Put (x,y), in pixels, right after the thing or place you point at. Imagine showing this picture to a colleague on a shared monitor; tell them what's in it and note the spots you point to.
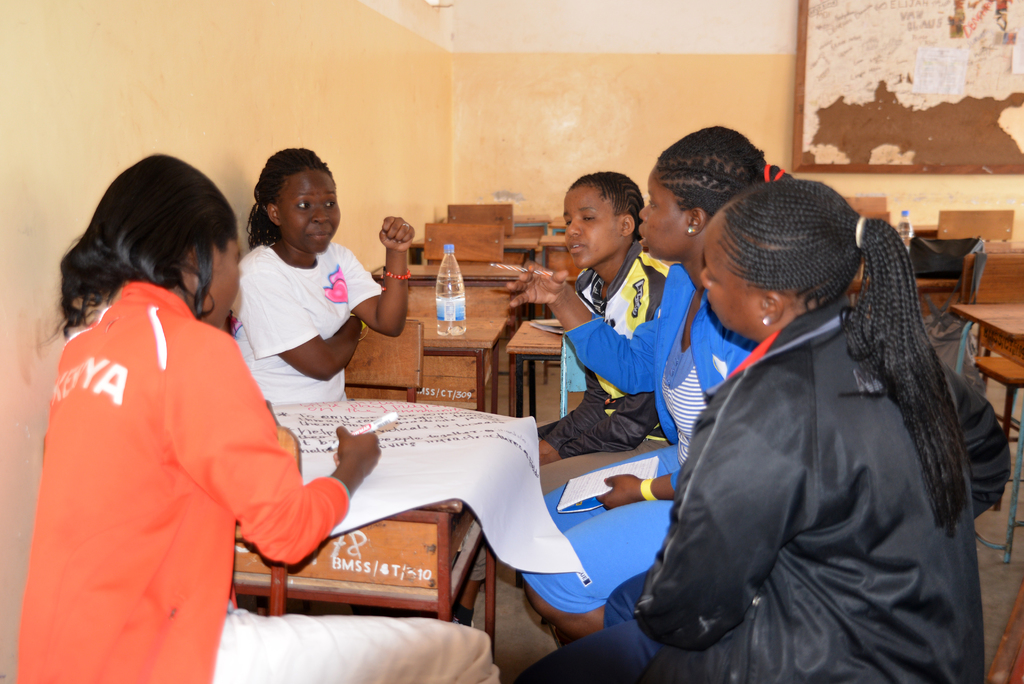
In this picture group of women (299,527) sitting on chairs (376,353), this woman (261,441) is writing something on a chart (454,447), there is a bottle (454,275) placed on a table (444,355), the wall (215,166) is yellow colored.
